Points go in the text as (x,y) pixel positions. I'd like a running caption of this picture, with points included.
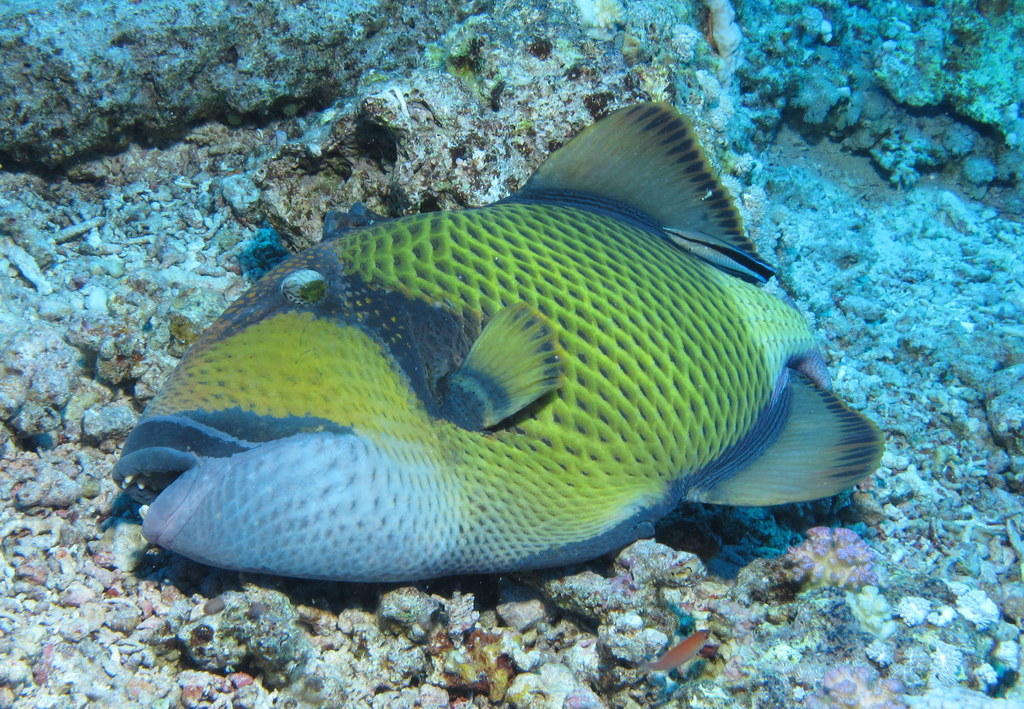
In this image I can see a green color fish (636,350) and some marine species (348,148).
